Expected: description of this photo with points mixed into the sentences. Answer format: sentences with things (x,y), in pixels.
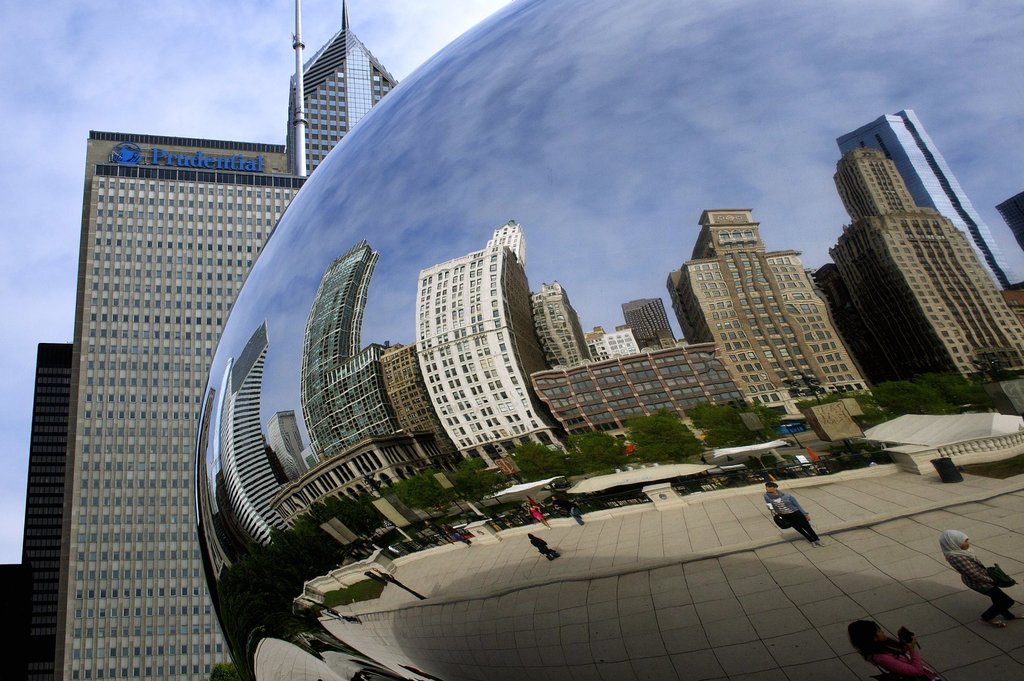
On the right side (726,184) there is a round shape glass (518,302). On that there is a reflection (453,283) of buildings (467,399), poles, trees (541,456) and people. In the back (83,348) there are buildings (96,296). On the building (154,169) there is a name (217,160). In the background (30,210) there is sky (30,210).
